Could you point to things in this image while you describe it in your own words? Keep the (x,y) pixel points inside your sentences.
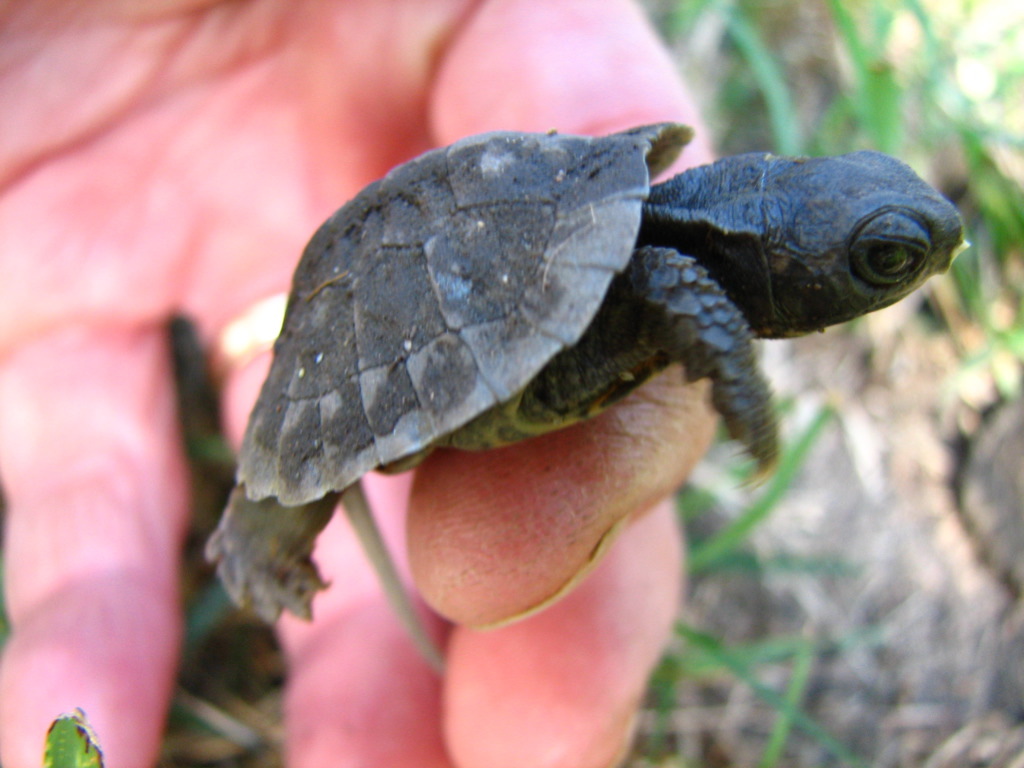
In this image we can see a person's hand (248,353) with ring (246,341) on the finger (517,509). Also there is a tortoise (519,323) on the finger (505,462). In the background (748,539) there is grass (949,40) on the ground (897,395). And it is looking blur in the background (793,669).
